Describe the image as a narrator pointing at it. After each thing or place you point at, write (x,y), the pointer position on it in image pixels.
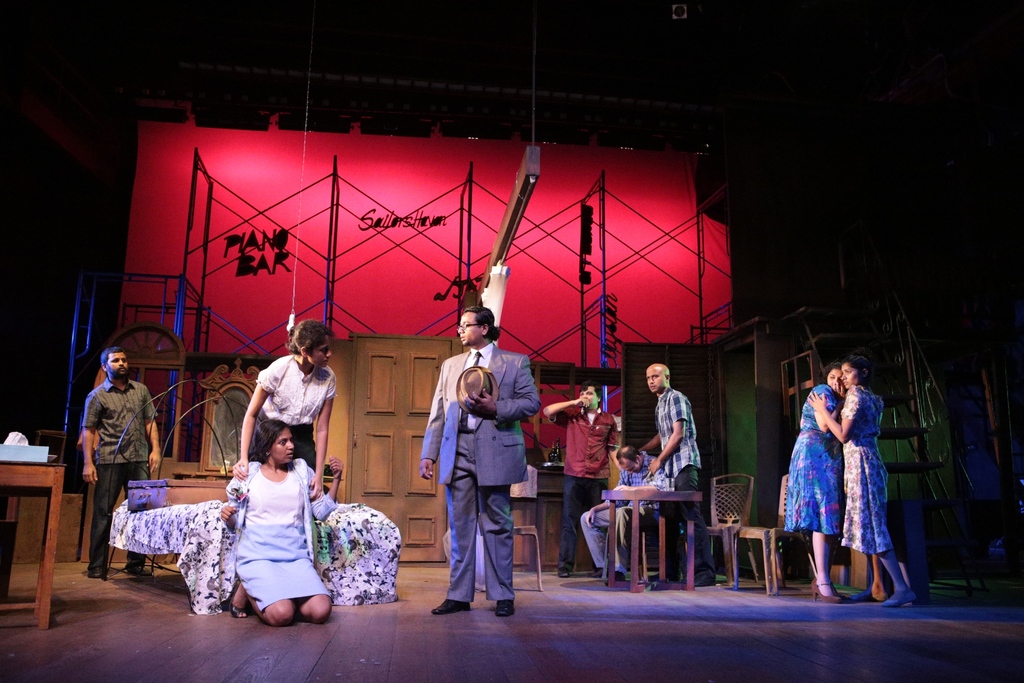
In this image in the center (520,452) there are some people (583,438) who are standing and some of them are doing some actions. In the background (391,433) there is a door (378,374) board (347,271) poles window (160,437) and some other objects (234,377), and also we could see some tables (662,537) and chairs (732,542). At the bottom (691,630) there is a floor (257,674).
